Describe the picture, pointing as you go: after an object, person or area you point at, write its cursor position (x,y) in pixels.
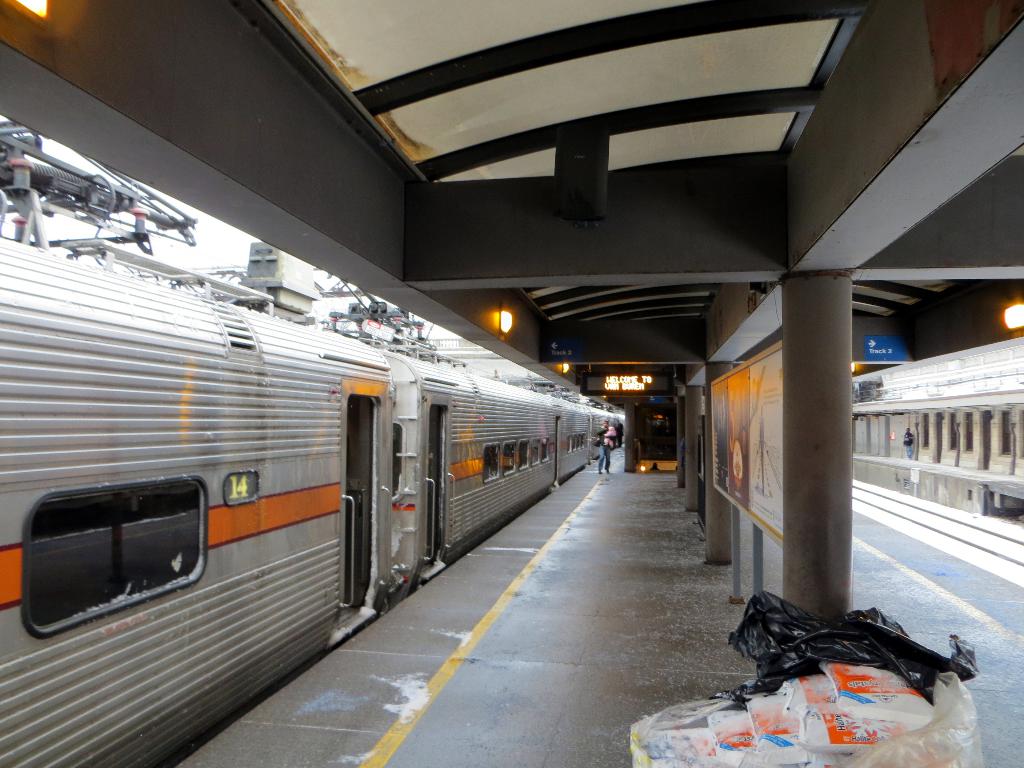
To the left side of the image (31,322) there is a train (113,385). In the center of the image (623,485) there is a train platform (306,716).
